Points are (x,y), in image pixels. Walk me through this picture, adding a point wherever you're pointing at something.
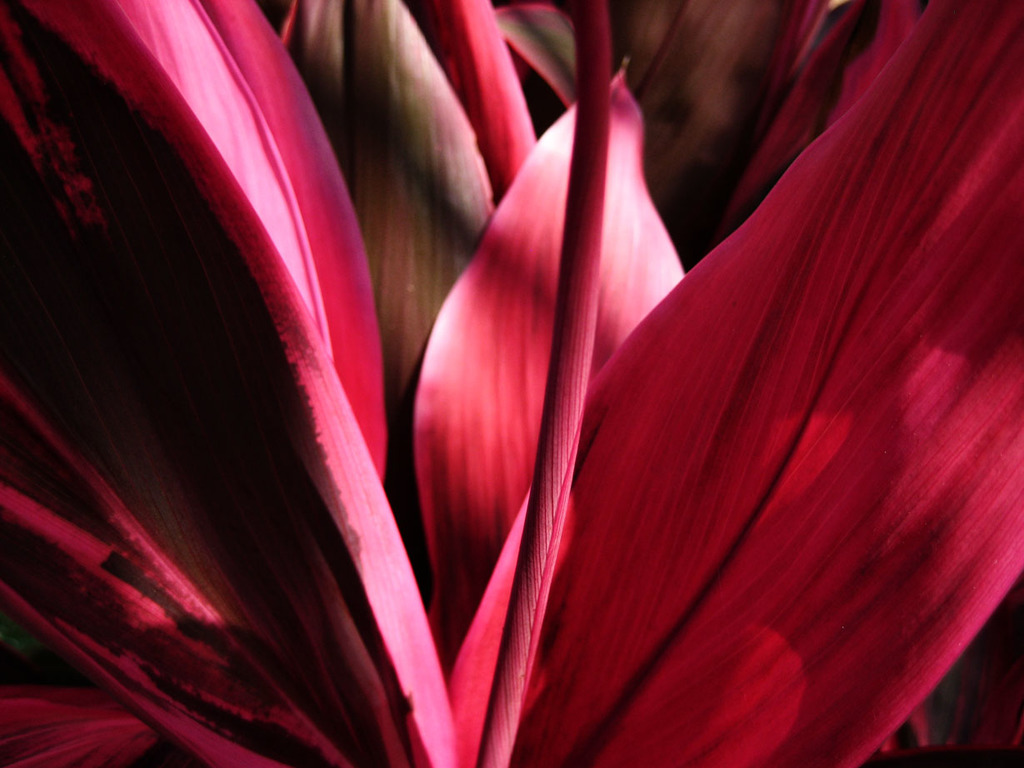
In this picture we can see a plant (398,365), we can see leaves (635,323) of the plant (258,287) in the front (274,402).
